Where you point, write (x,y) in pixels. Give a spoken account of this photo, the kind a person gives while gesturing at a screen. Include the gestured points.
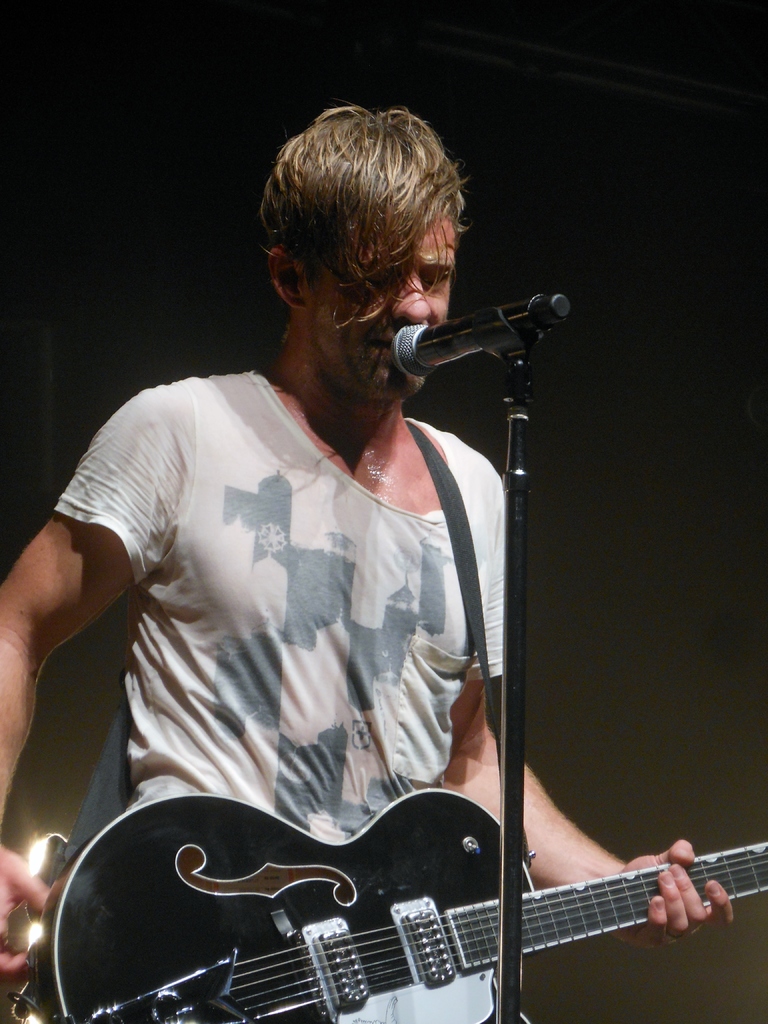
Only one person (422,557) is standing and playing a guitar (348,901) in front of the microphone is wearing a white t-shirt (303,628) in the picture.
